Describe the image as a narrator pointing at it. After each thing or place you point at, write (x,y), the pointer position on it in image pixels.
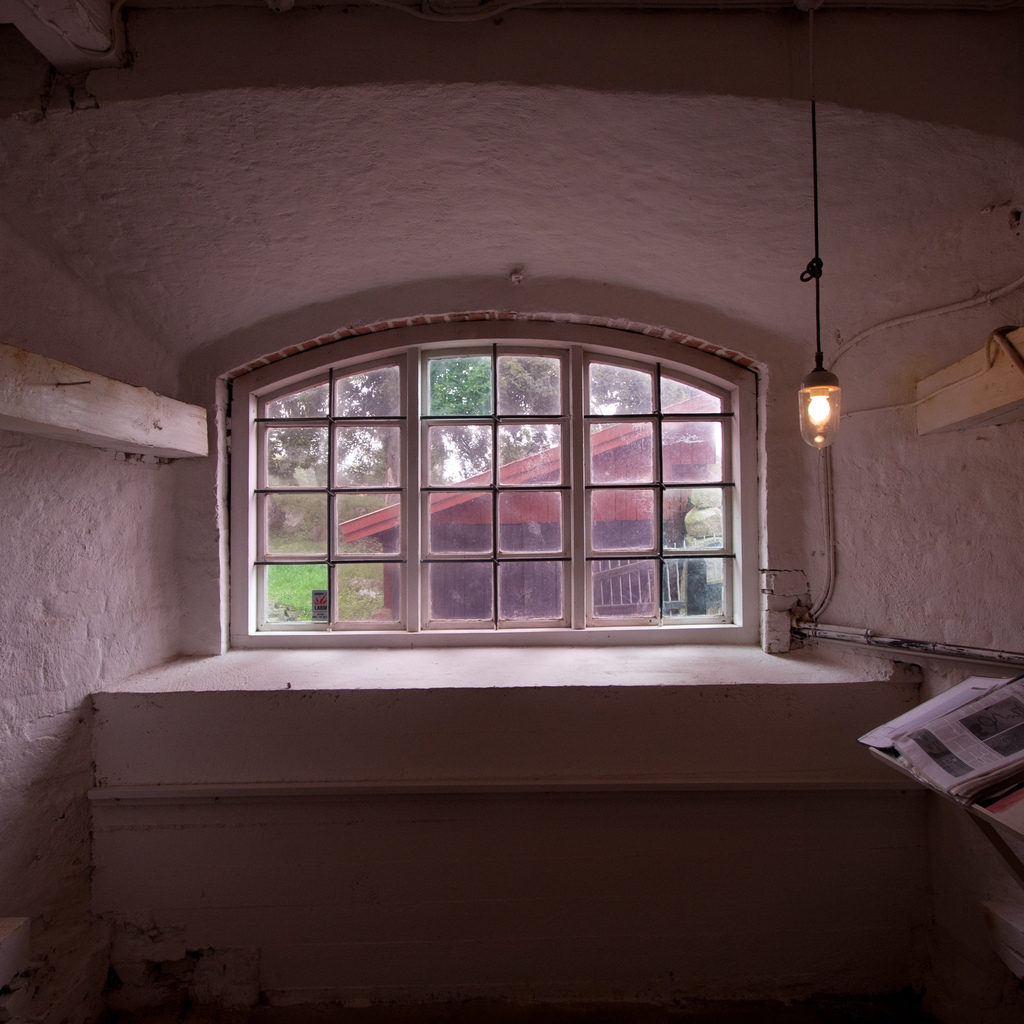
In this picture, we can see the inner view of a room (707,660), we can see walls (882,614), with some objects (925,403) attached to it, we can see some objects (1004,782) in top left corner (99,15) and bottom right side of the picture (954,726), and from the glass window (334,555) we can see house (461,498), ground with grass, and tree (536,444), we can see the light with rope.
